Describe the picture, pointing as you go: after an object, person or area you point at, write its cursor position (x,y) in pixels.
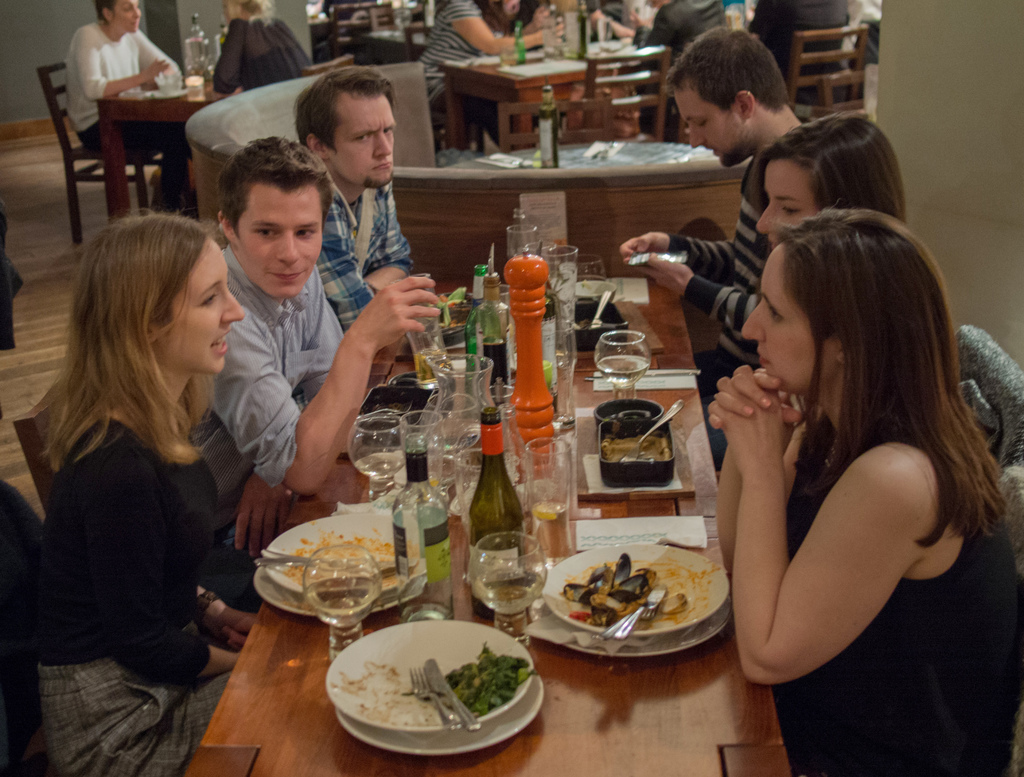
It is a closed room (588,444) where many people (863,533) are sitting on the chairs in front of the tables (566,681). On the tables (574,671) there are wine bottles (497,516), glasses (535,453), plates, spoons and dishes (609,472).
